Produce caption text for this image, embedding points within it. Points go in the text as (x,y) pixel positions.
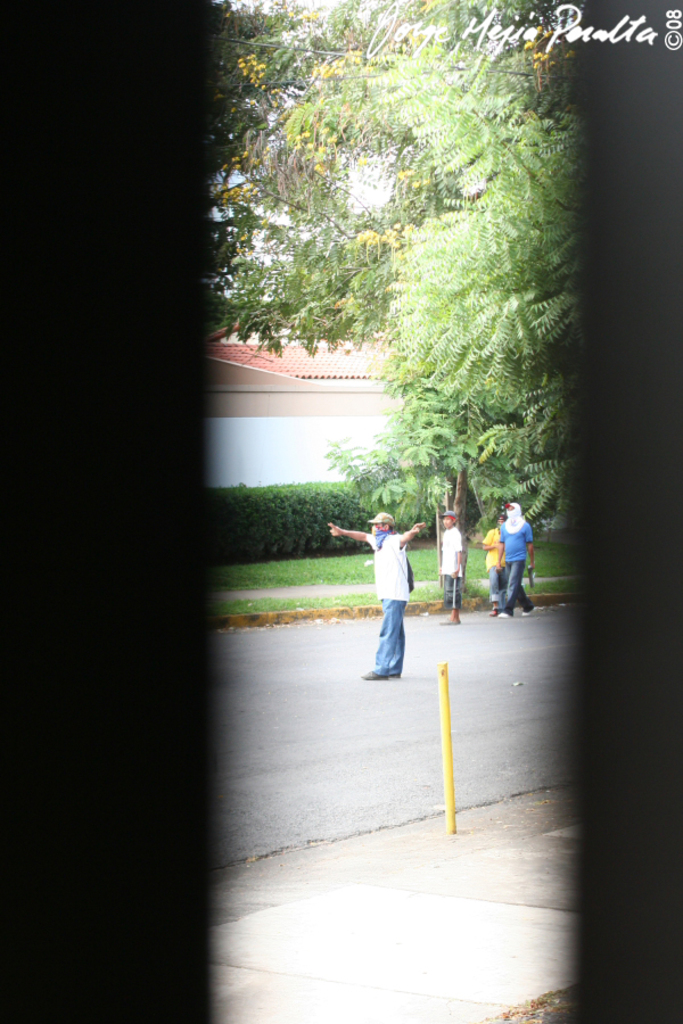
In this image, I can see a group of people (403,634) standing. This looks like a pole (441,667), which is yellow in color. I can see the trees (423,355) and bushes (316,496). In the background (271,409), that looks like a house (284,386). This looks like a road (392,718). At the top right corner of the image (672,15), I can see the watermark (469,32).
